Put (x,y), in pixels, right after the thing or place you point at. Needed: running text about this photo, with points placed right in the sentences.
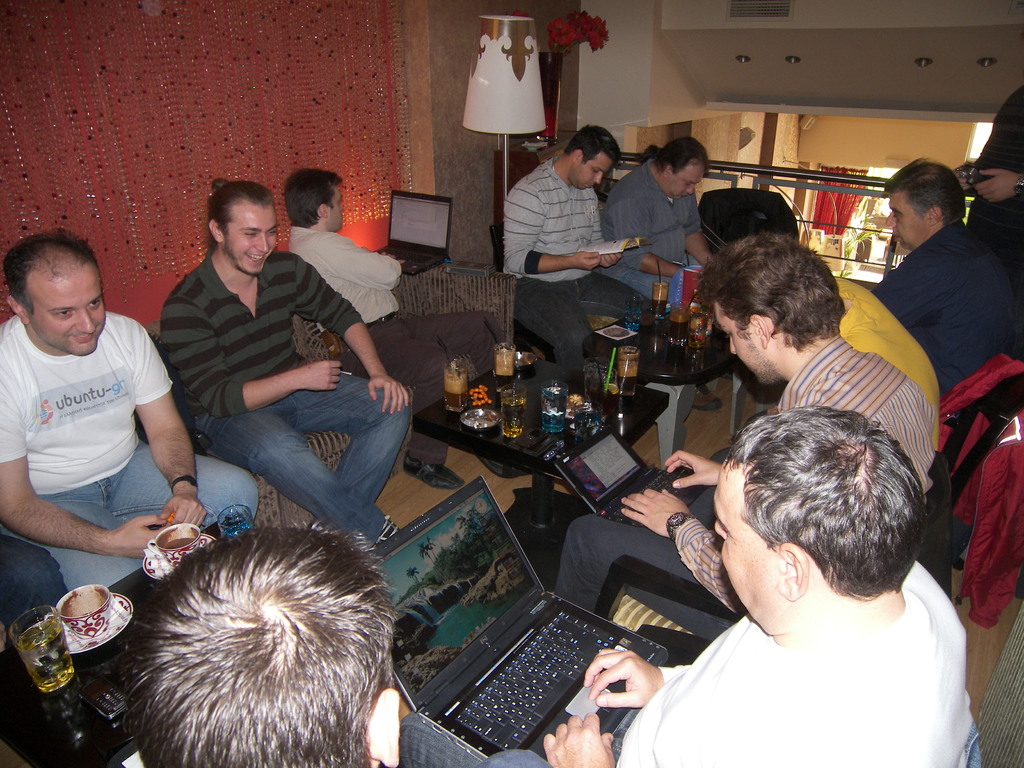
This is an inside view of a room (71,131). In this image, I can see few men (85,412) are sitting. In the middle of these men (242,612) there are two tables (535,416) on which cups (103,601), glasses (57,633) and some other objects (98,644) are placed. Three men (772,434) are holding the laptops (547,681) in their hands (668,497) and looking into the laptops (493,617). One man (574,184) is holding a book (606,247) and looking into that. Beside him there is a lamp (515,101). On the right side (1014,194) there is a person (1010,169) standing. He is holding a camera (961,173) in the hand (996,183). In the background (560,116) there is a wall (720,187) and a railing (760,167).
